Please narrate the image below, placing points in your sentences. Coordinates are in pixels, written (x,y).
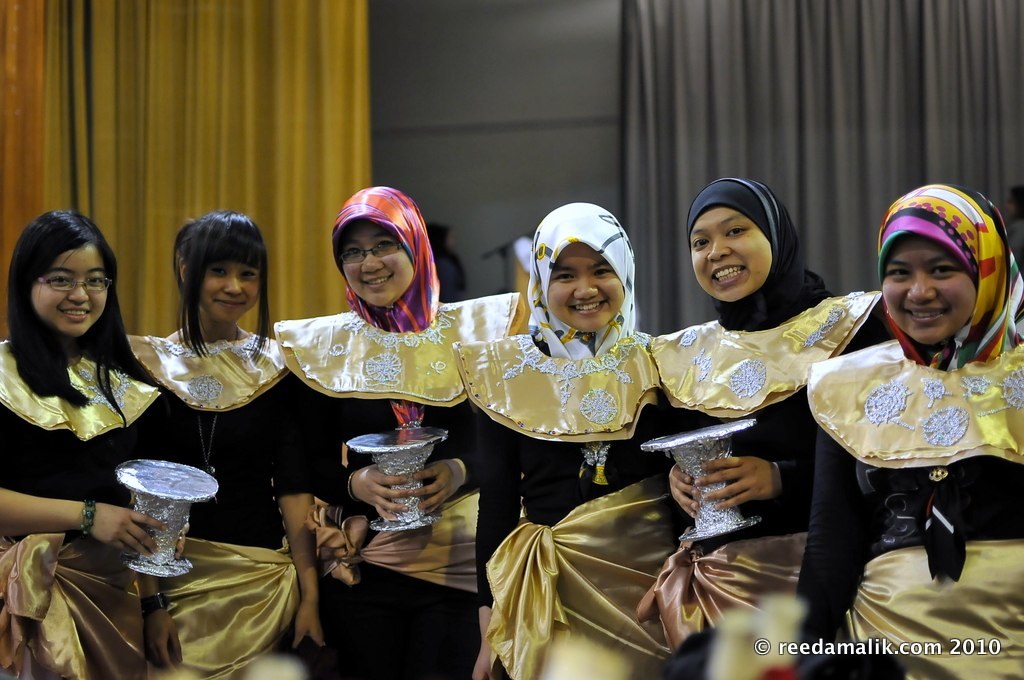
In this picture I can see six women (774,514) who are wearing same dress (177,447) and some girls (744,475) are holding silver objects (147,508). In the back (839,289) I can see the yellow and grey color cloth (737,149) which are placed near to the wall (562,140). In the bottom right corner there is a watermark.
